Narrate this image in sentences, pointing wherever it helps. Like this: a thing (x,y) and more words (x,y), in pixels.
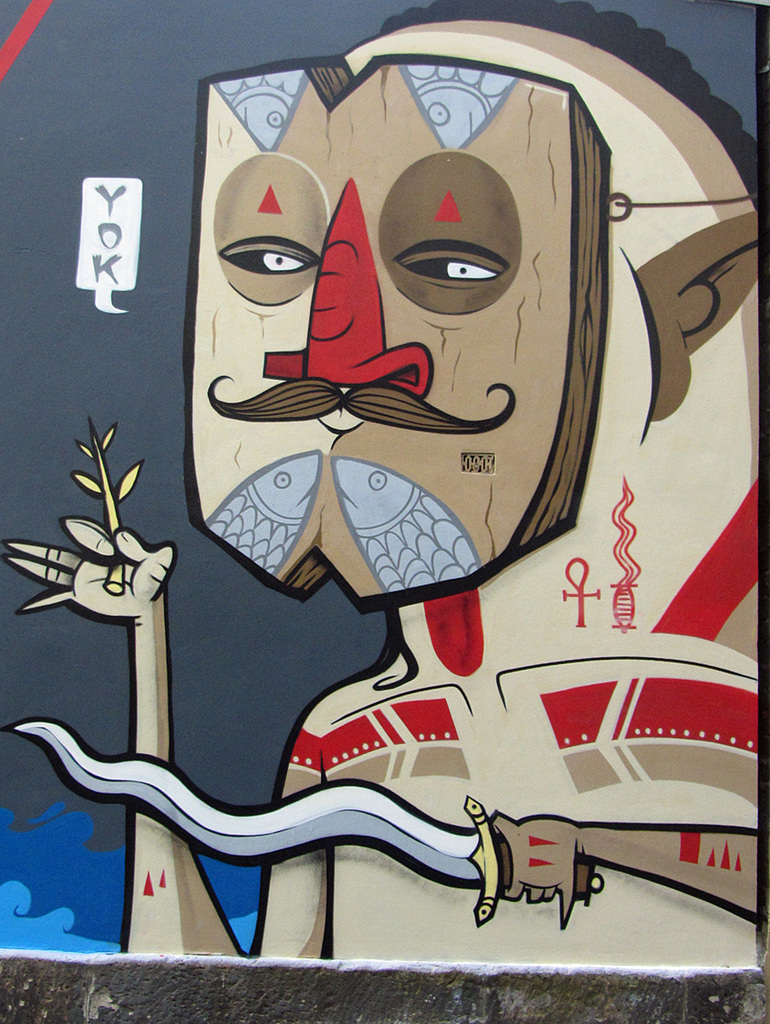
There is a wooden object (489,368) which has a face (437,326) drawn on it and there is a knife (359,823) in one of its hand (562,849) and an object (105,479) in another hand (119,599).
